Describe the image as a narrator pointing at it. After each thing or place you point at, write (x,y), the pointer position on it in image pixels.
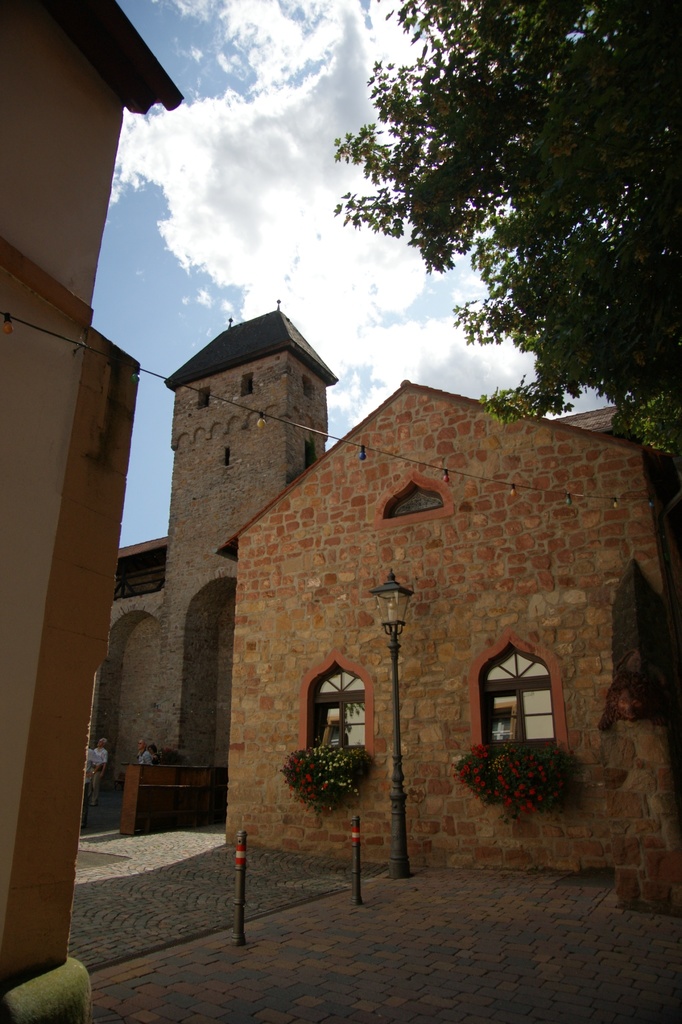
In this image I can see few buildings (337,676) in brown color, I can also see a light pole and trees (553,215) in green color. Background (148,164) sky (227,272) is in white and blue color.
